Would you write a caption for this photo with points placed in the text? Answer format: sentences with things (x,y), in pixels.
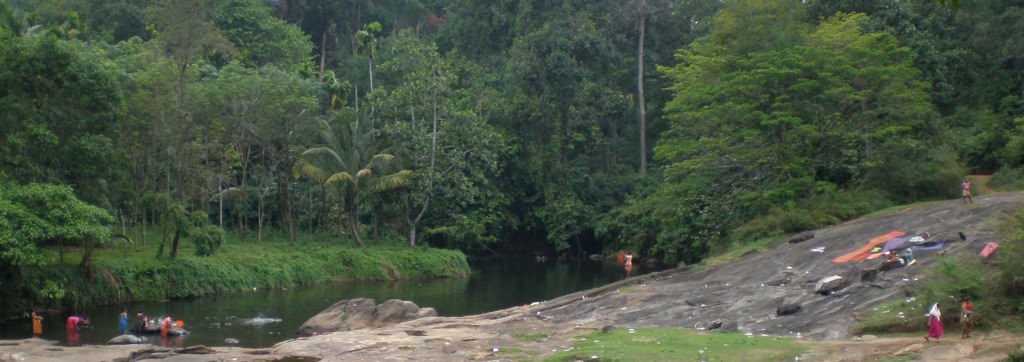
This is an outside view. On the left side (306,283) there is a river (410,290) and few people (125,326) are standing in the water (102,330). On the right side (877,272) there is a rock (883,284) where few clothes (874,248) are placed and few people (939,320) are standing. At the bottom of the image (679,349) I can see the grass (664,349). In the background (501,113) there are many trees (576,101).
